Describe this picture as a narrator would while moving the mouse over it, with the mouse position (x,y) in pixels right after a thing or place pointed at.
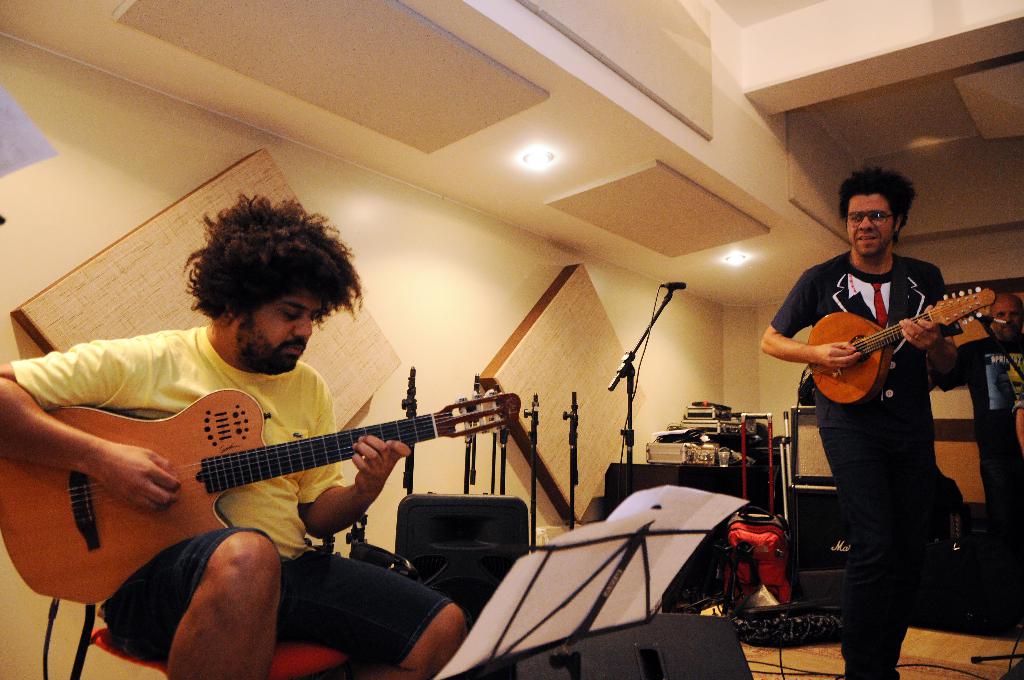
In this picture there are two guys (858,310) playing a guitar (208,505) with musical instruments (850,336) and book tunes (511,583) in front of them. There are white and black boxes (705,466) in the background (678,457).
